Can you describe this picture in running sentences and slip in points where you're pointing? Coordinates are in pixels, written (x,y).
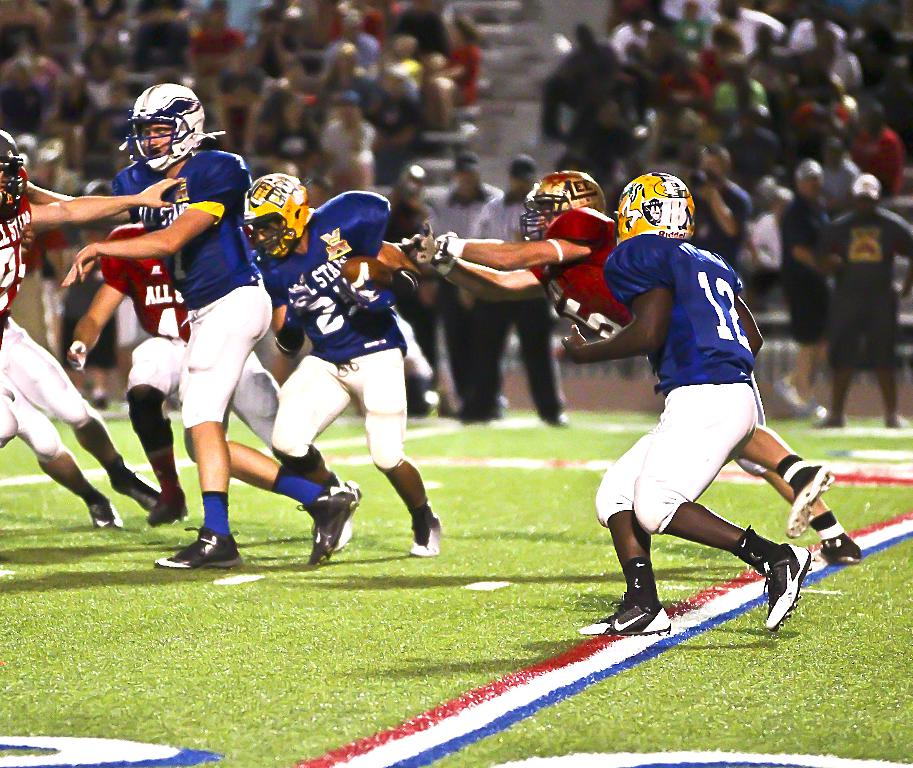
In this image I can see group of people (258,229) playing game. In front (208,236) the person (235,217) is wearing blue and white color dress (218,225) and white color helmet (189,98). In the background (348,162) I can see group of people (669,63) sitting.
